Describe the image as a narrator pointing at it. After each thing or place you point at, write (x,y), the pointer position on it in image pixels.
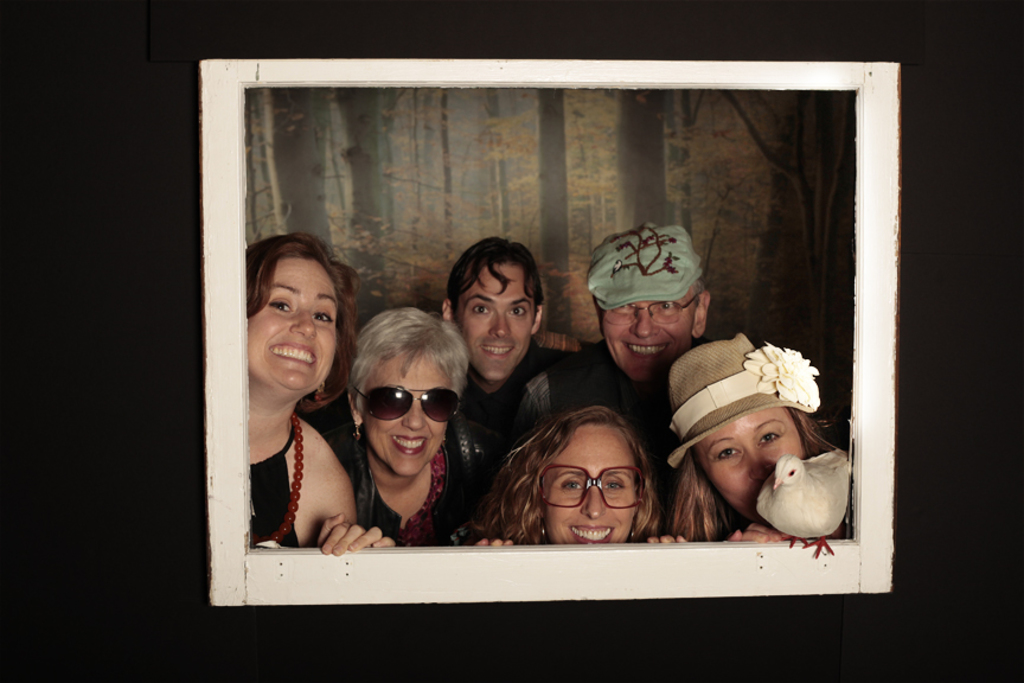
In this image we can see a picture frame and people (530,387) inside the frame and a bird (805,496) on the frame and in the background (529,177) there is a scenery of trees (783,233).
